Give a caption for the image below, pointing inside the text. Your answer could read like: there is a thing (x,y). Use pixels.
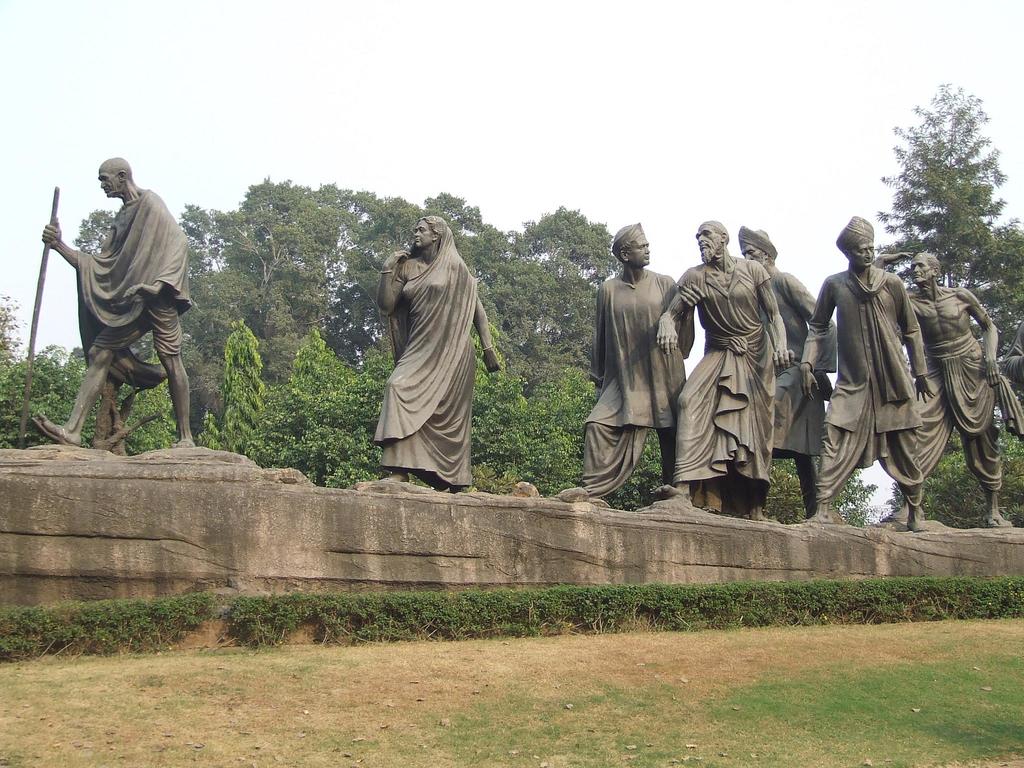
Here we can see statues (636,452) of few persons (424,453) on a platform (310,587). At the bottom (499,700) we can see grass (331,685) and plants (519,633) on the ground (879,754). In the background (575,351) there are trees (266,360) and sky (54,301).
